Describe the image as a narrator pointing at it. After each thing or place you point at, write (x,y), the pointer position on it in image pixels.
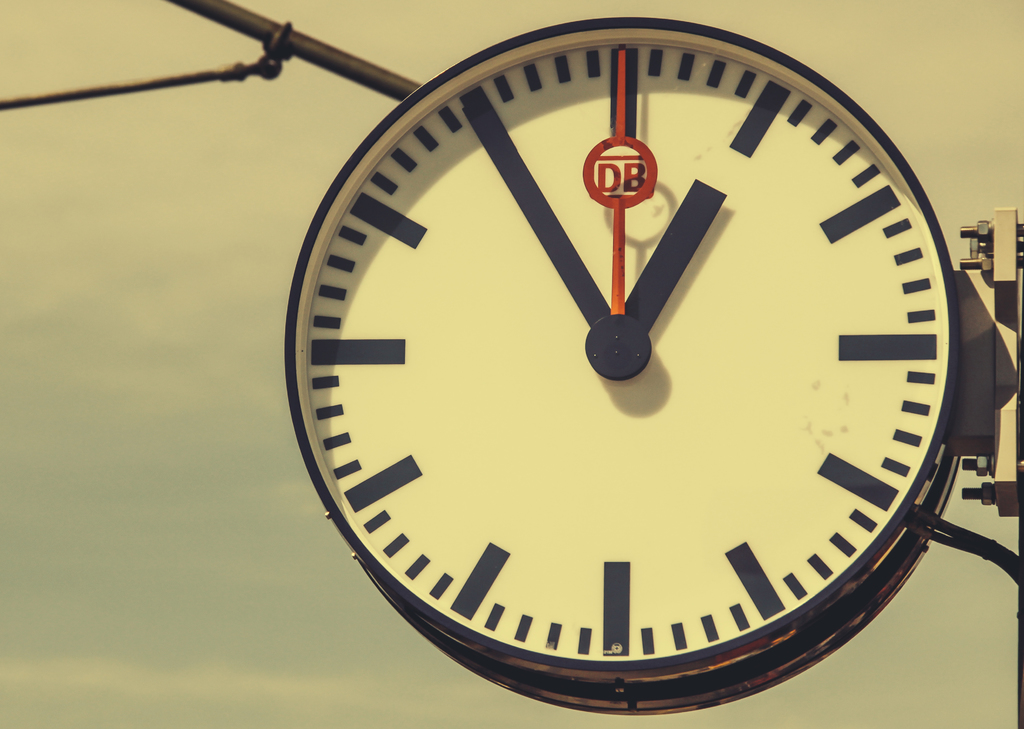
In this image we can see a clock (483,189) and a stand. In the background of the image (184,356), we can see the sky (174,479).
